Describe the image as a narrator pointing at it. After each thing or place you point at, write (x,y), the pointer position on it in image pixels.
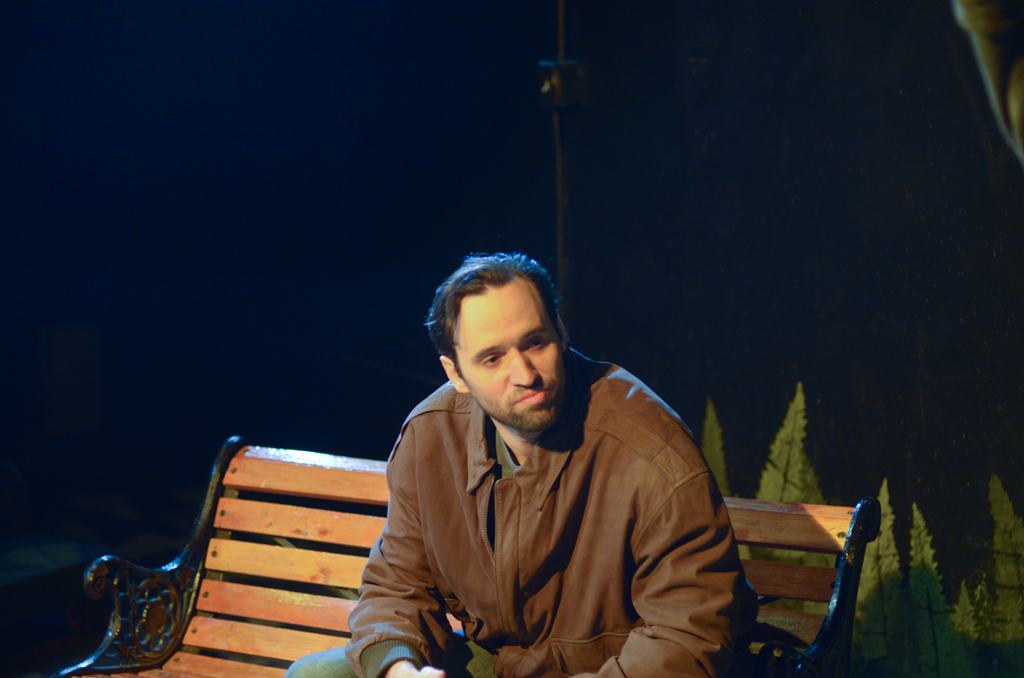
In this picture we can see a man (371,613) sitting on a bench (335,601), at the back of him we can see leaves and in the background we can see it is dark.
